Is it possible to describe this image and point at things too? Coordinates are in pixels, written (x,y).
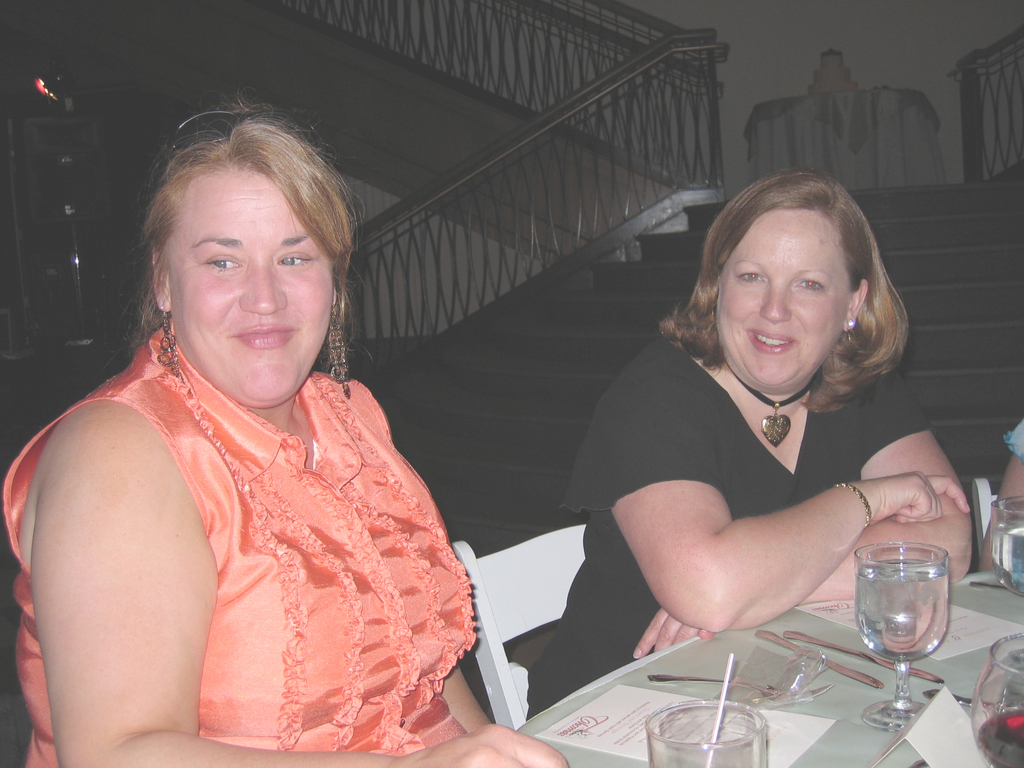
The picture is taken in a closed room (434,267) where two women (418,525) are sitting in the chairs (498,649) in front of a table (678,692), at the left corner of the picture (251,671) the woman (261,549) is wearing a orange dress (256,652) and at the right corner of the picture (713,482) the woman (722,436) is wearing a black dress (716,418). On the table (828,744) there are glasses (911,619), spoons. behind them there are stairs (718,200) and there is another table (833,106) where a cake (836,90) is present on it.
